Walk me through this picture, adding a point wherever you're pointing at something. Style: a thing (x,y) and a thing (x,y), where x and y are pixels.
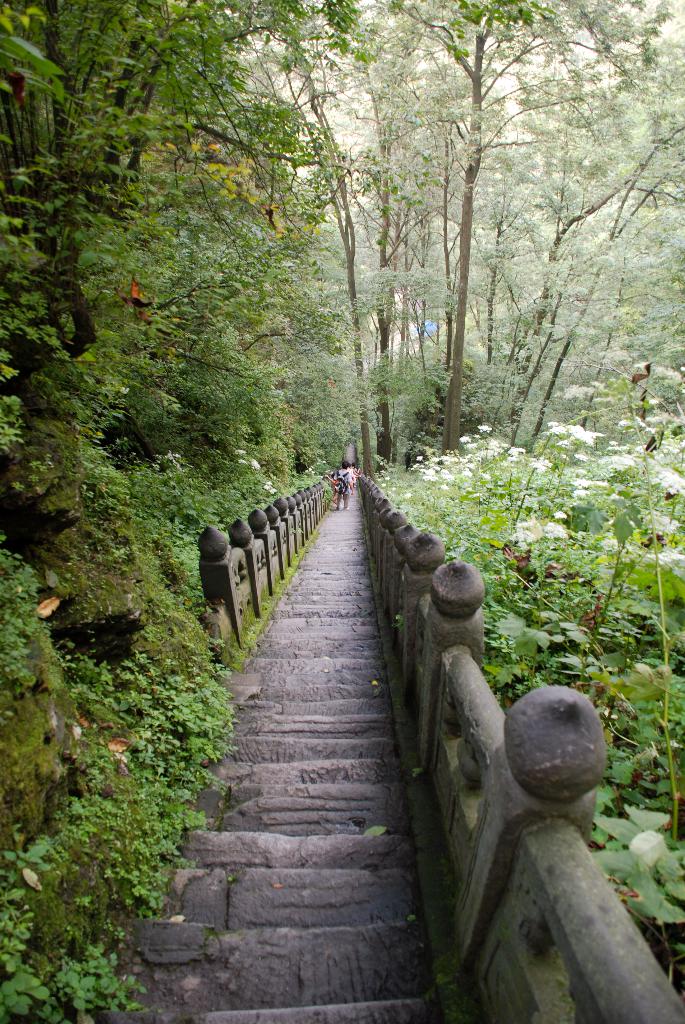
On this staircase (337,654) there are people (342,468). Beside this staircase (315,639) we can see trees (269,348).
